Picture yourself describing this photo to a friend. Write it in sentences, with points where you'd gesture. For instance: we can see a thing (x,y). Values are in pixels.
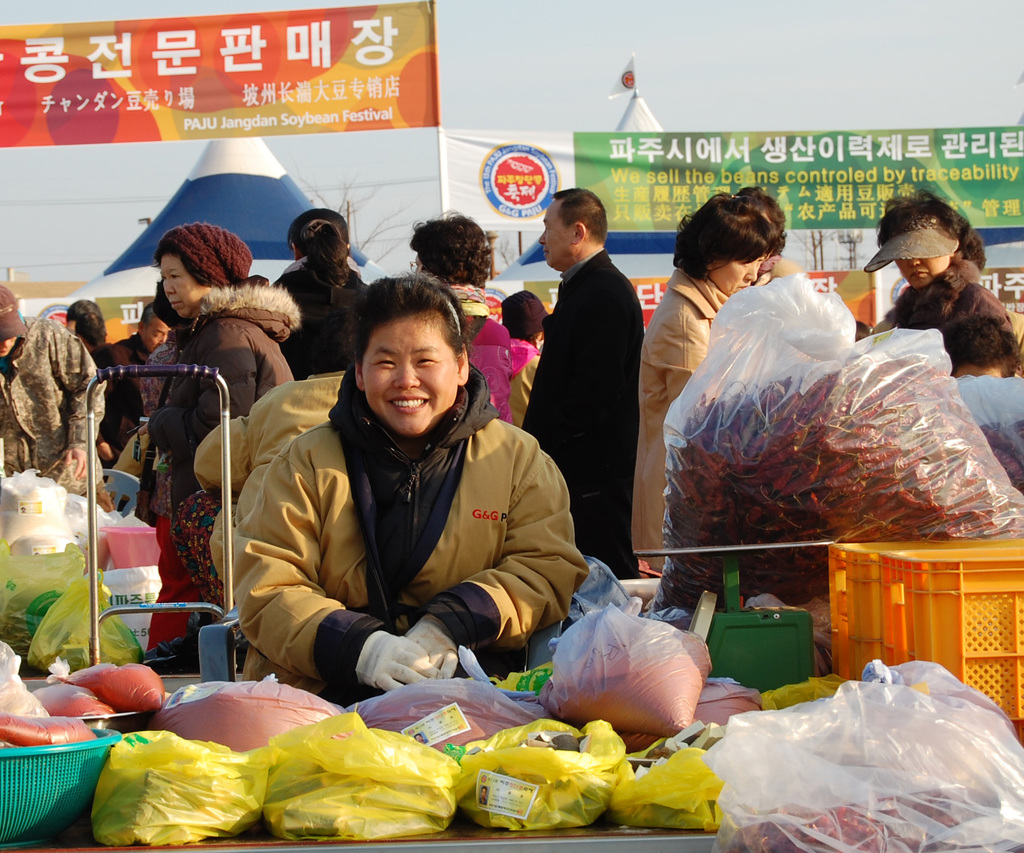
In this image I can see the group of people (423,402) with different color dresses (272,534). In-front of few people (288,537) I can see few items (117,627) in the plastic covers (633,609). I can see the baskets (853,651) and bowl (58,801). In the background (837,68) I can see the banners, boards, tents (520,270), poles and the sky (839,42).
